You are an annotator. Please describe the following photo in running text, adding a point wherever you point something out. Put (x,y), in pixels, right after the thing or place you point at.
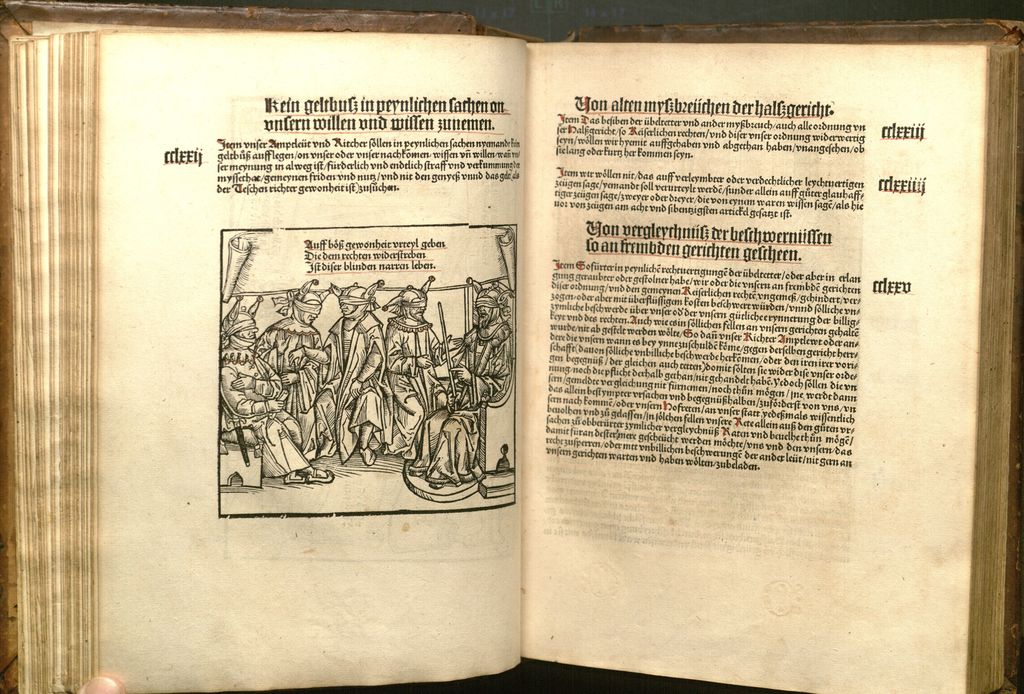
In this picture, we can see a book (314,354) and on the paper (327,330) there is an image (401,367) of people (401,348) and on the papers (654,315) it is written something.
